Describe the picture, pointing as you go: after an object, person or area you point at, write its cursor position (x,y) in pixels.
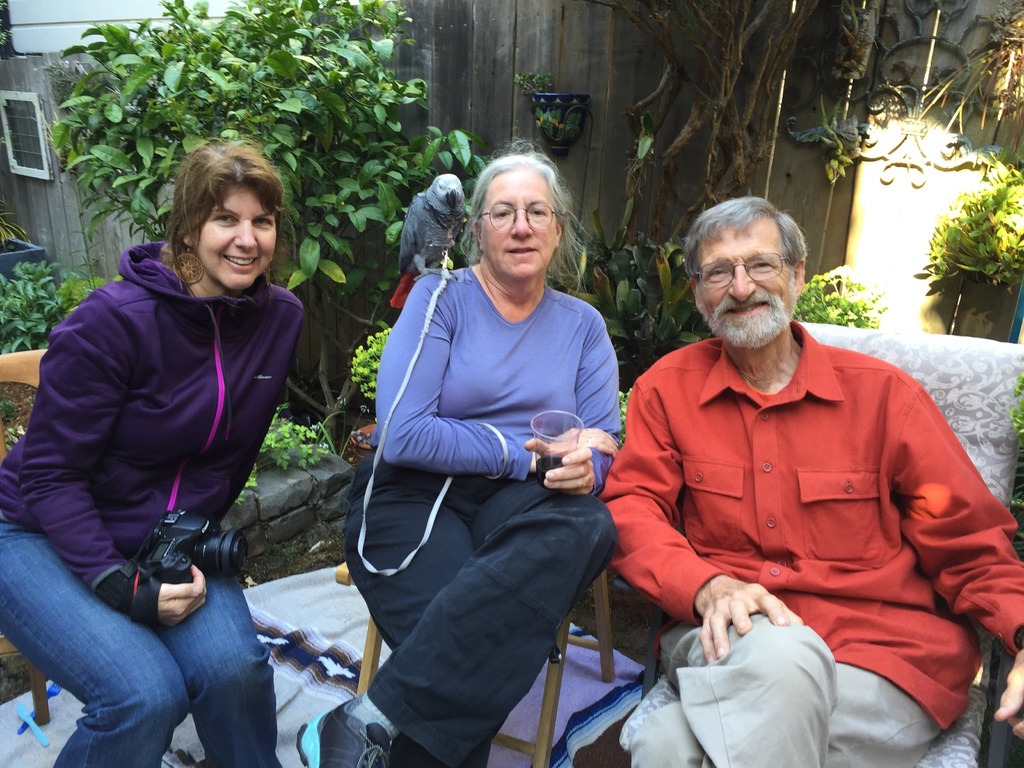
In this image we can see some persons (642,539), camera (165,525), glass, bird (439,259) and some other objects (572,624). In the background of the image (577,144) there are some plants (385,132), trees (365,137), wall (2,148) and some other objects (22,97).
